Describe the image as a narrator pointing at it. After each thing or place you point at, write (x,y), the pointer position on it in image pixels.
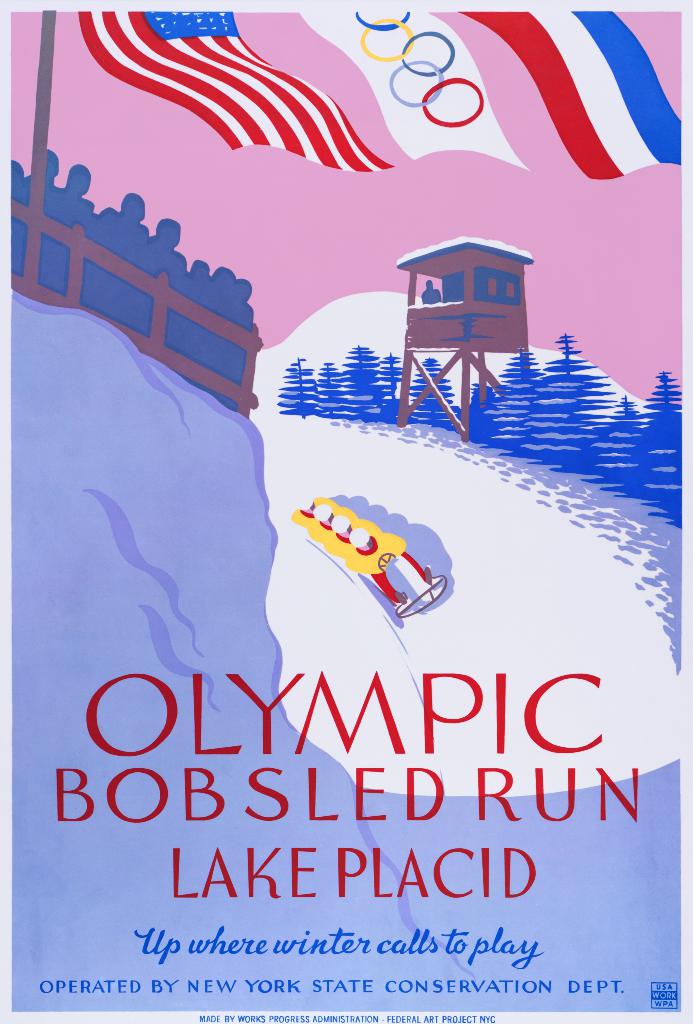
Here we can see a poster (400,619). There are few persons (17,185), flags (380,169), plants (538,435), and a pole (44,36).
